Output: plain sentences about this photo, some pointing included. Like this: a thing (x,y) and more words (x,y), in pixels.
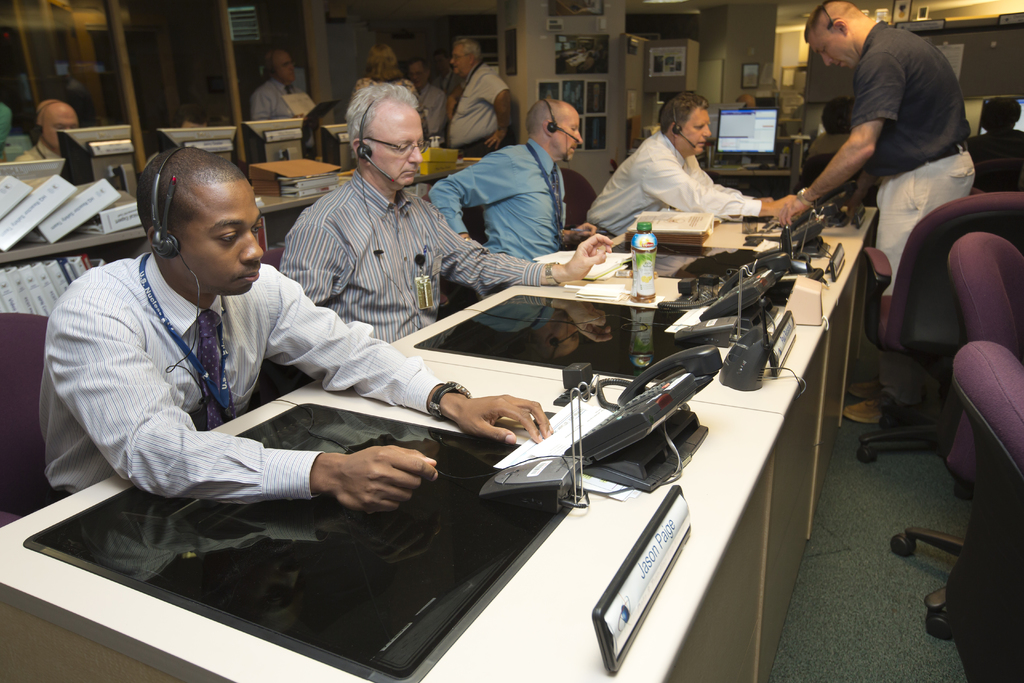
In this image there are four people (434,242) who are sitting in the chairs (35,386) are in the middle (392,256). All the four people (324,273) are wearing the headphones (159,196). In front of them there is a table (291,590) on which there are telephones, bottles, boards (646,602), microphone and papers (606,292) on it. On the right side (877,176) there is a man (893,191) who is standing near the table (854,231) and holding the telephone (806,221). In the background (23,248) there is a table (45,245) on which there are files (269,182) and papers (281,177). Behind the table (58,248) there are few other people (460,58) who are standing on the floor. In the background (744,118) there is a monitor (743,128). On the right side (969,411) there are chairs (957,340).
